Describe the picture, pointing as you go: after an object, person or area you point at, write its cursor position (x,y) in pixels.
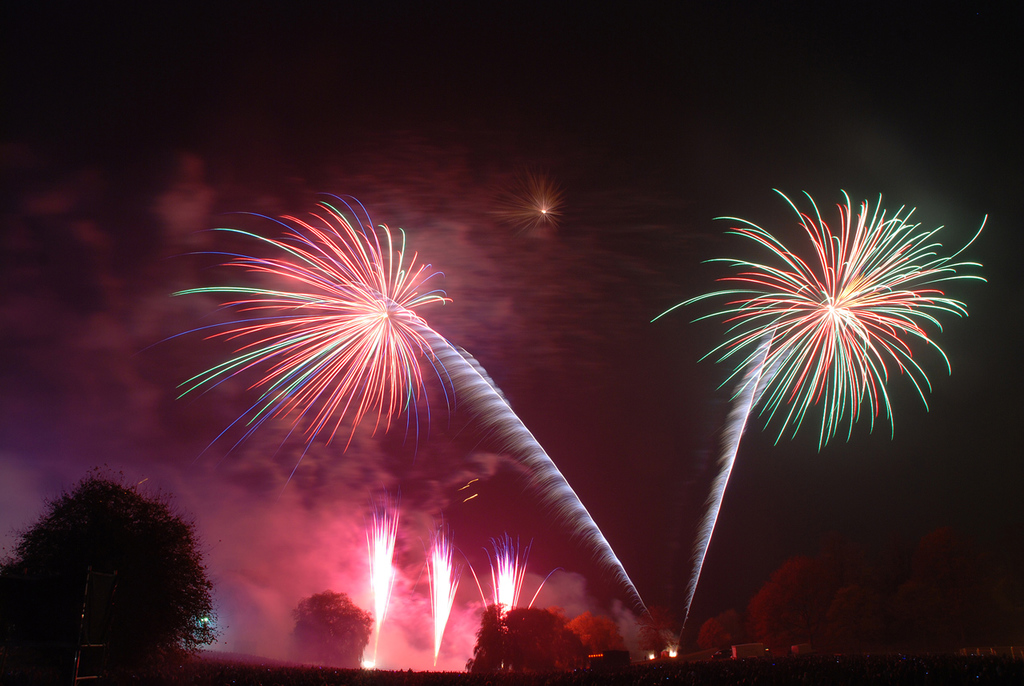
In this picture i can see many firecrackers (829,295) in the sky (891,493). At the bottom (764,625) i can see many trees (130,633) and buildings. At the top (601,43) there is a sky (490,48). In the top right (736,98) there is a darkness (882,127).
